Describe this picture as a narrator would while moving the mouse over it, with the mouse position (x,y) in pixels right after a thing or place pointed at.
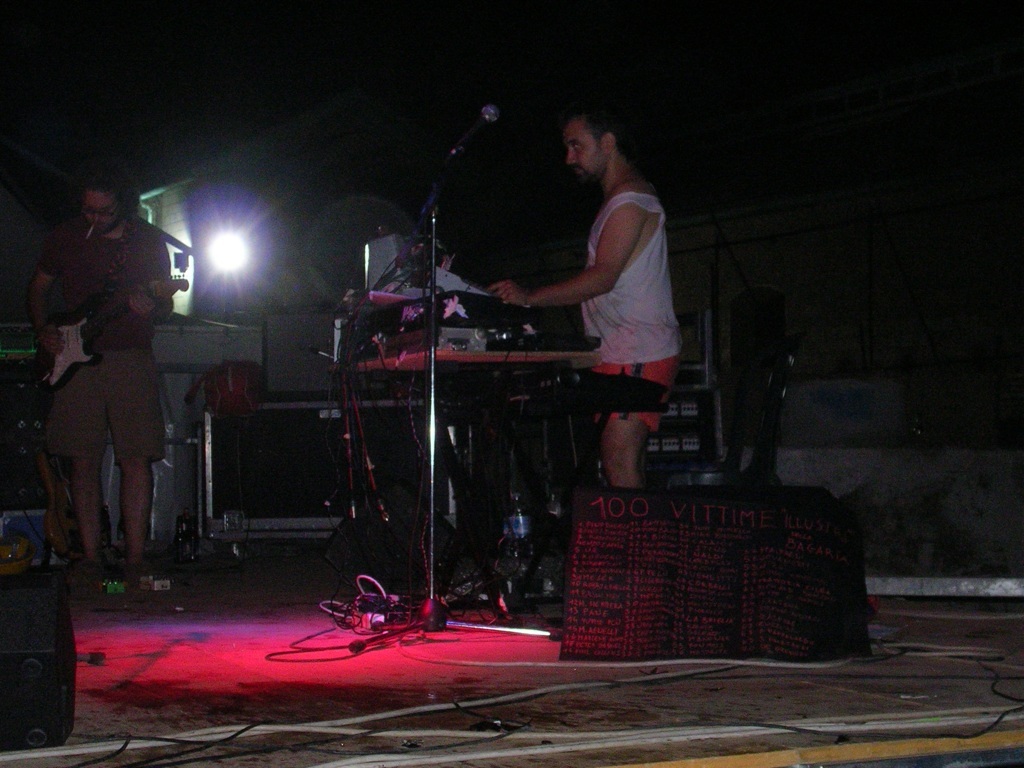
The picture is taken on the stage (228,636) where the people (674,373) are standing, at the right corner of the picture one person (614,352) is standing and wearing shorts (614,368) in front of the keyboard (496,344) and another person (50,421) is standing at the left corner of the picture (95,540) playing guitar (78,368) and wearing shorts (114,374) and behind them there are lights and speakers (220,485) and some wires (373,753) on the stage (573,671).
